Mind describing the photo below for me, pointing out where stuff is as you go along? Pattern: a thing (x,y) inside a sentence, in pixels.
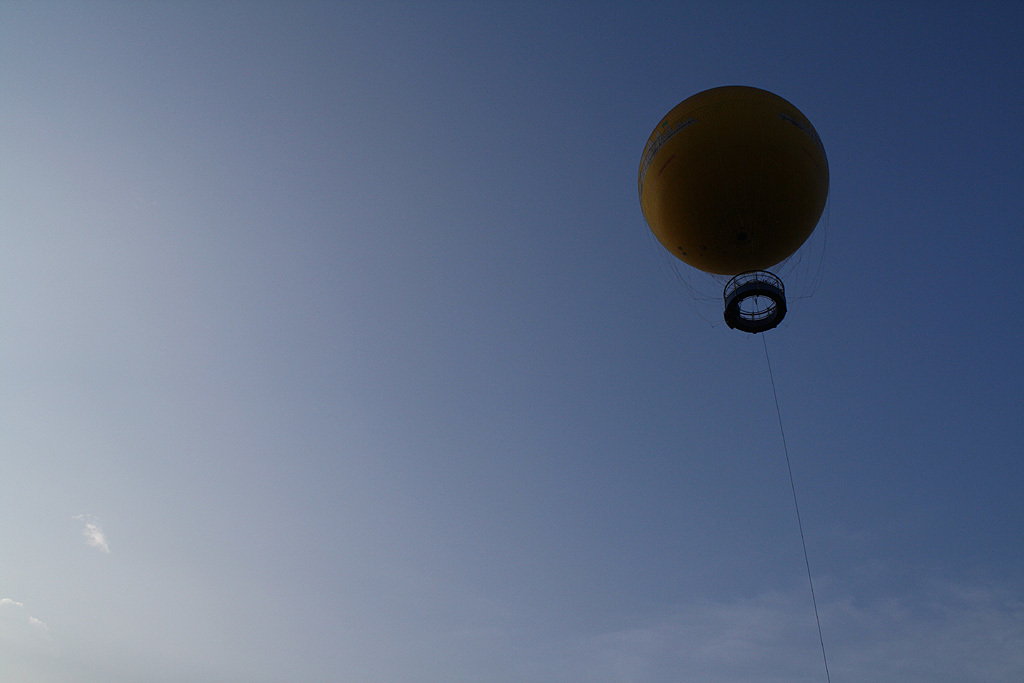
There is a hot air balloon (732,277). In the background (369,434) it is sky (409,434).
